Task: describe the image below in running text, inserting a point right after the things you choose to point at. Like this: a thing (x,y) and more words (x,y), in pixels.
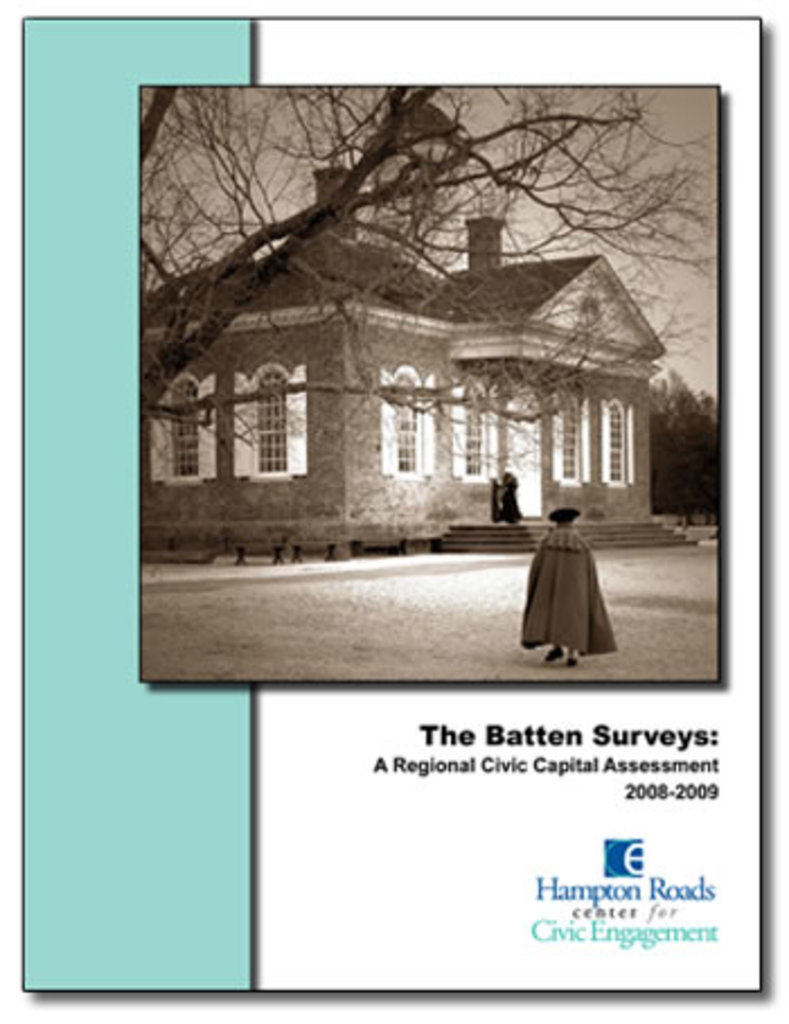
In this image we can see a poster (189,959). Some text (618,893) is written in the right bottom of the image (618,893) and one picture (465,648) is there on the poster (638,549). In the picture (349,359), dry tree (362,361), house (496,448) and a person (555,621) is there.
